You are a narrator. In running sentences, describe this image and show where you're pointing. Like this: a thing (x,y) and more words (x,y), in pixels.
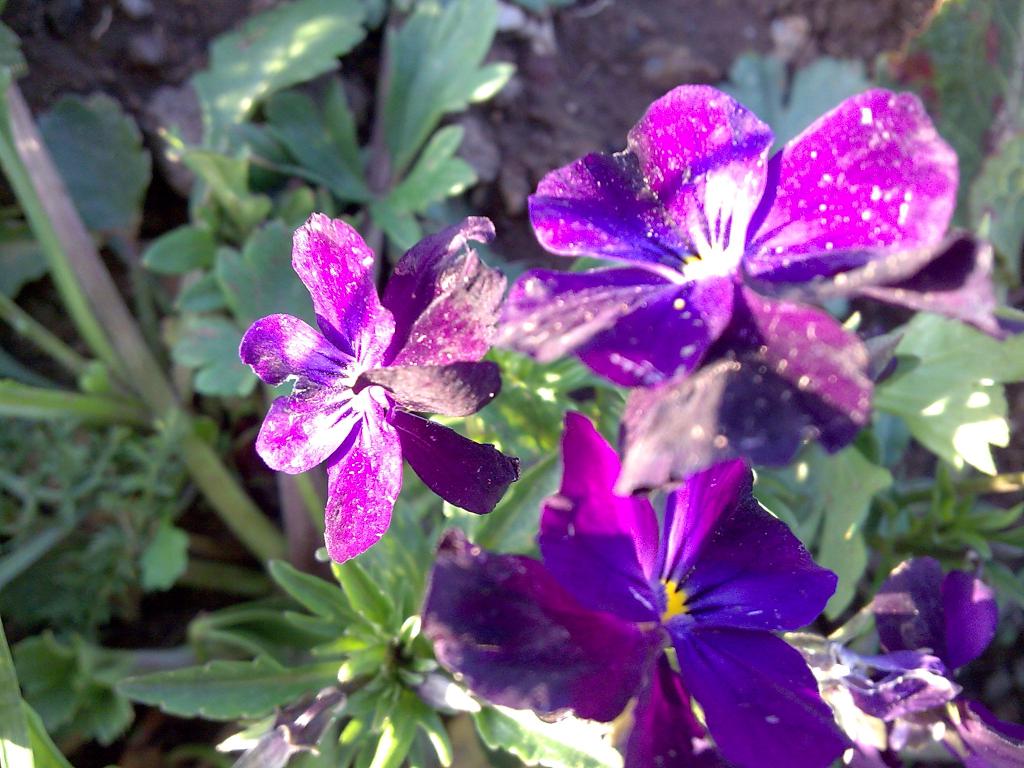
In this image, we can see some plants (543,457), flowers (626,237). We can also see the ground (578,135).
